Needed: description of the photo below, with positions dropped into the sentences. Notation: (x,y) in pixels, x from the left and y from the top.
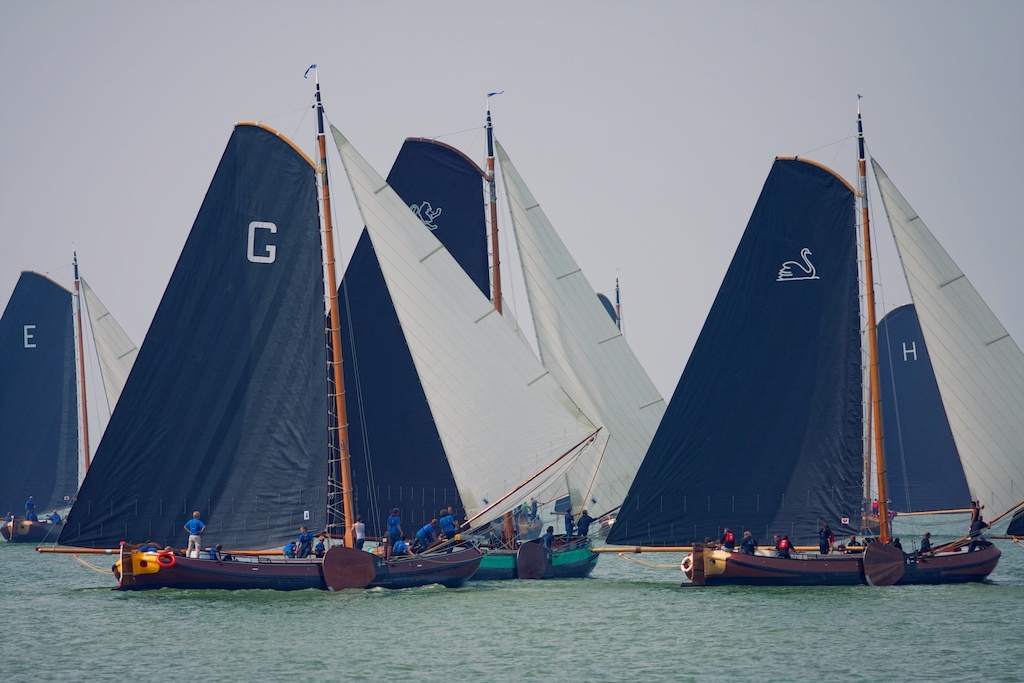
In this image I can see few boats (384,557) on the water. I can also see group of people (198,528) some are sitting and some are standing in the boat (477,552), I can see a cloth (376,480) which is in blue and white color in the boat (464,557). Background (37,67) I can see the sky (474,104) in white color.
